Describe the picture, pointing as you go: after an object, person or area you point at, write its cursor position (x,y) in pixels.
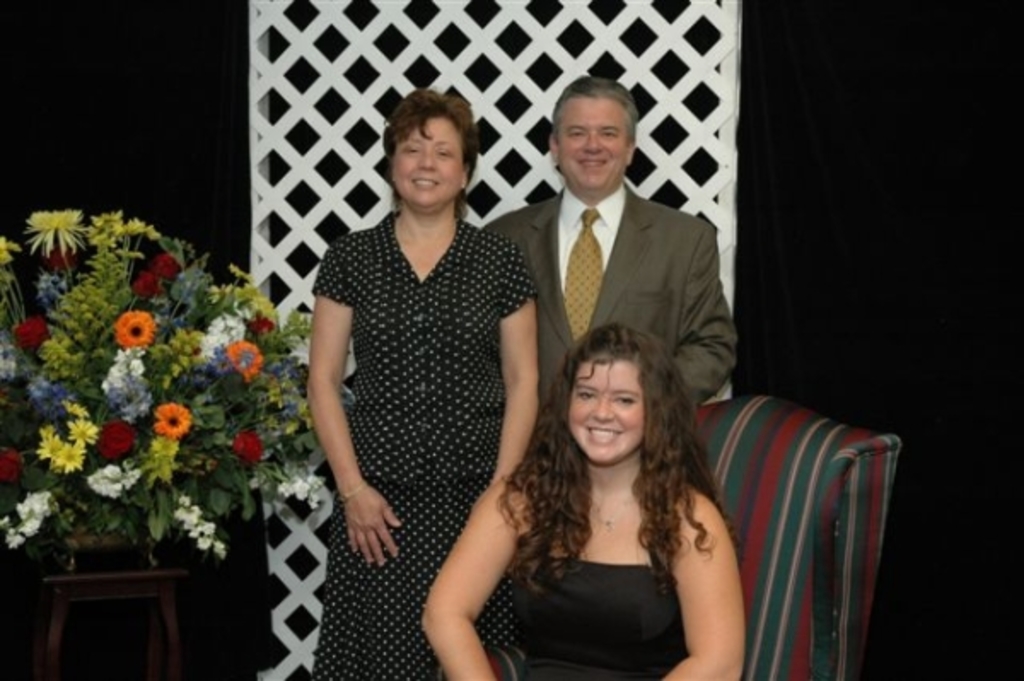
In this image we can see a girl (689,588) is sitting on a chair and behind her we can see a man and woman (494,447) are standing at the mesh stand (354,109) and on the left side (130,339) we can see plants (104,338) and flowers (134,396) in a pot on the stool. In the background (429,6) the image is dark.
